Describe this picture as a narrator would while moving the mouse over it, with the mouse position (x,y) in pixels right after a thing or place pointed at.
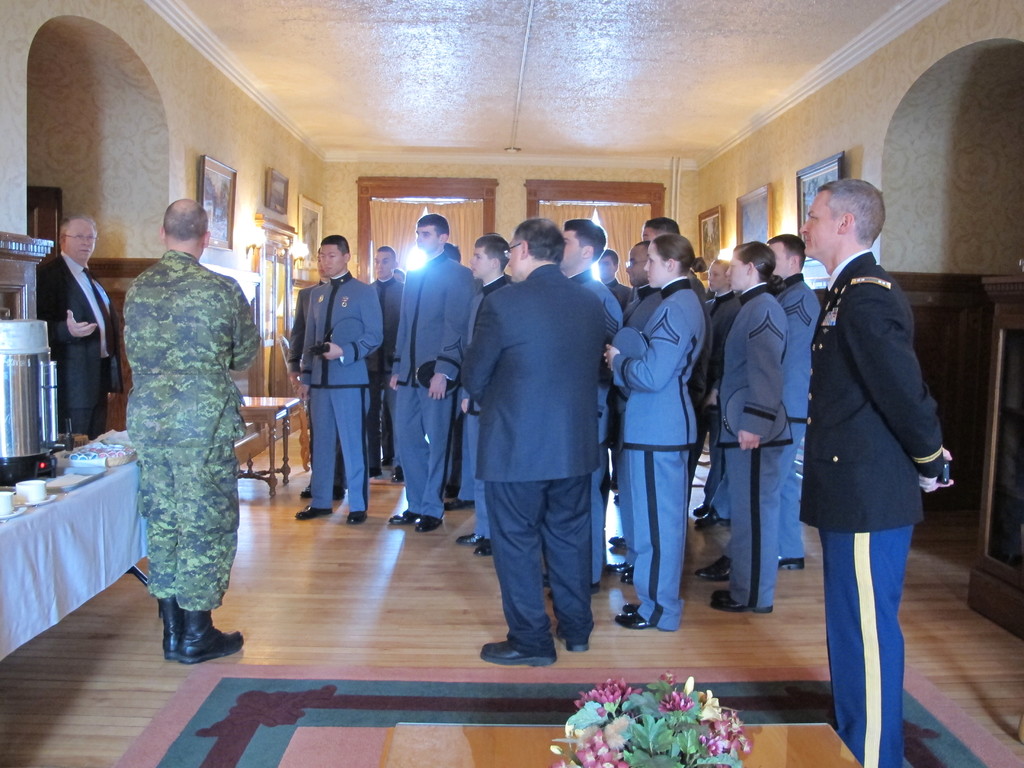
This picture is clicked inside. On the right (854,285) we can see the group of persons (571,331) wearing suits (544,389), holding some objects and standing on the ground (970,669). In the foreground (711,719) we can see the flowers (643,732) and a floor carpet (388,697). On the left (181,280) there is a person (173,321) wearing uniform (197,393) and standing on the ground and we can see a table (56,501) on the top of which some items (72,446) are placed and there is a person (76,268) wearing suit (66,316) and standing. In the background (288,94) we can see the curtains (548,210), roof (615,59), picture frames (805,170) hanging on the wall (338,204) and many other objects (270,354).
